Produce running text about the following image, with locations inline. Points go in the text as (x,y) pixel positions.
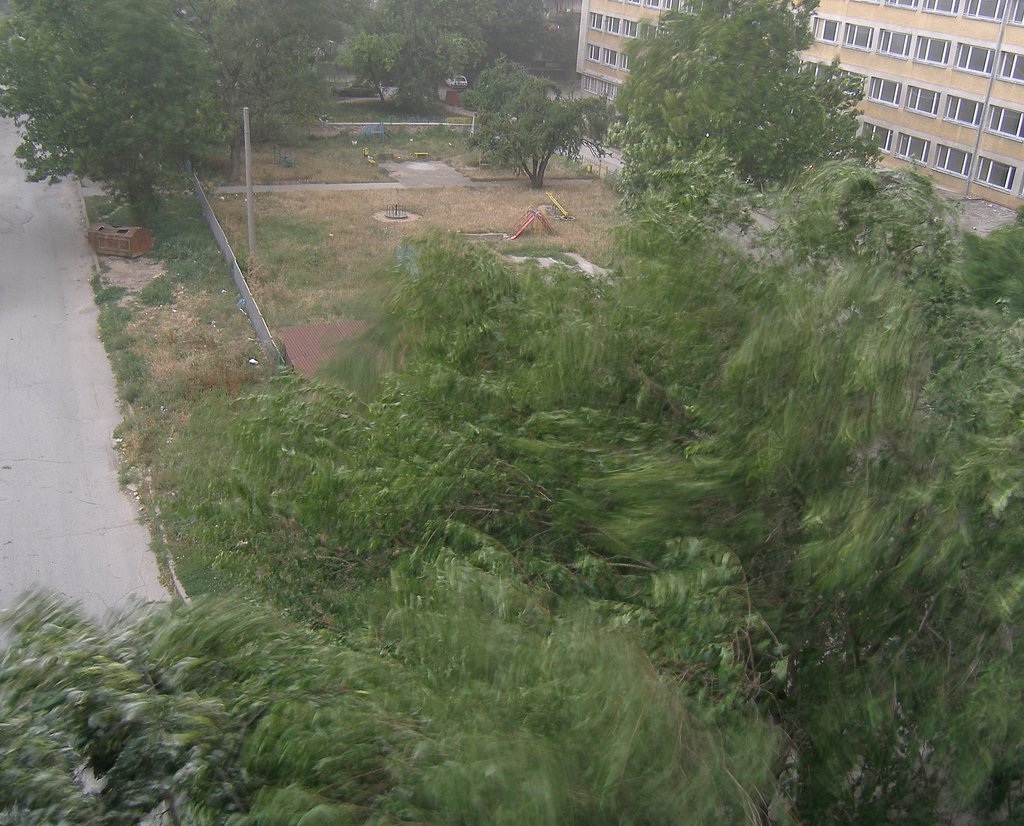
In the center of the image (406,411) we can see the trees (581,378), some plants (171,303), ground (261,304), road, wall (253,304), pole (249,250), mesh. In the top right corner (935,69) we can see a building (623,12), windows (888,91). In the middle of the image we can see some objects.
